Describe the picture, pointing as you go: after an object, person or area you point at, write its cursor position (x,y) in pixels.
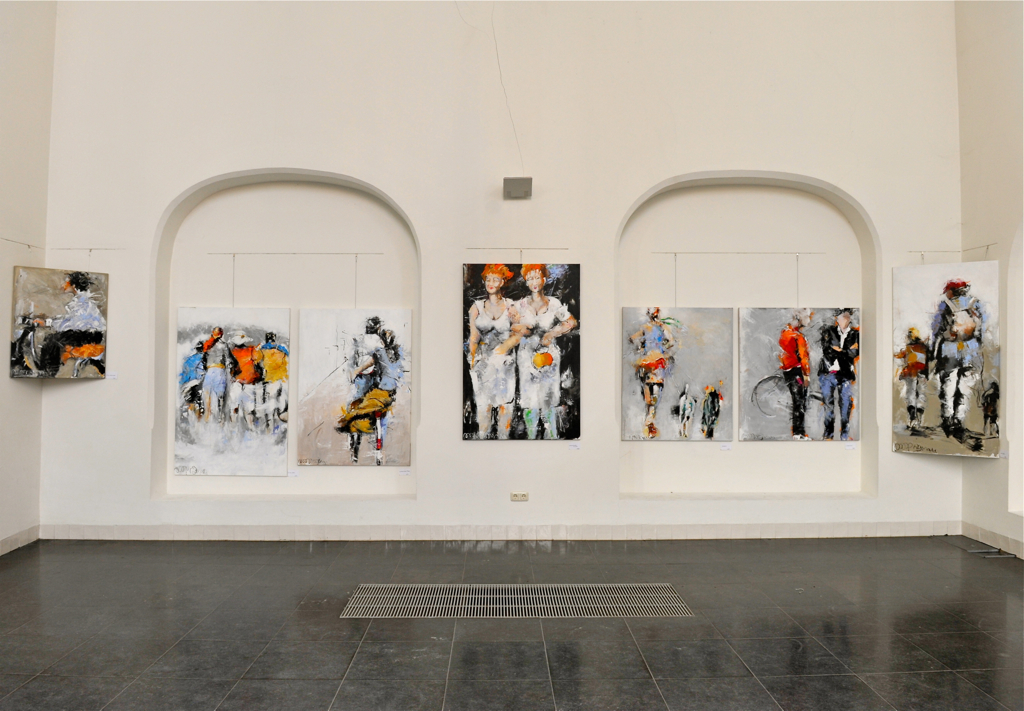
In this image we can see some photo frames (962,397) of painting (209,432) on the wall (457,304), also we can see the light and a power socket (513,495).
